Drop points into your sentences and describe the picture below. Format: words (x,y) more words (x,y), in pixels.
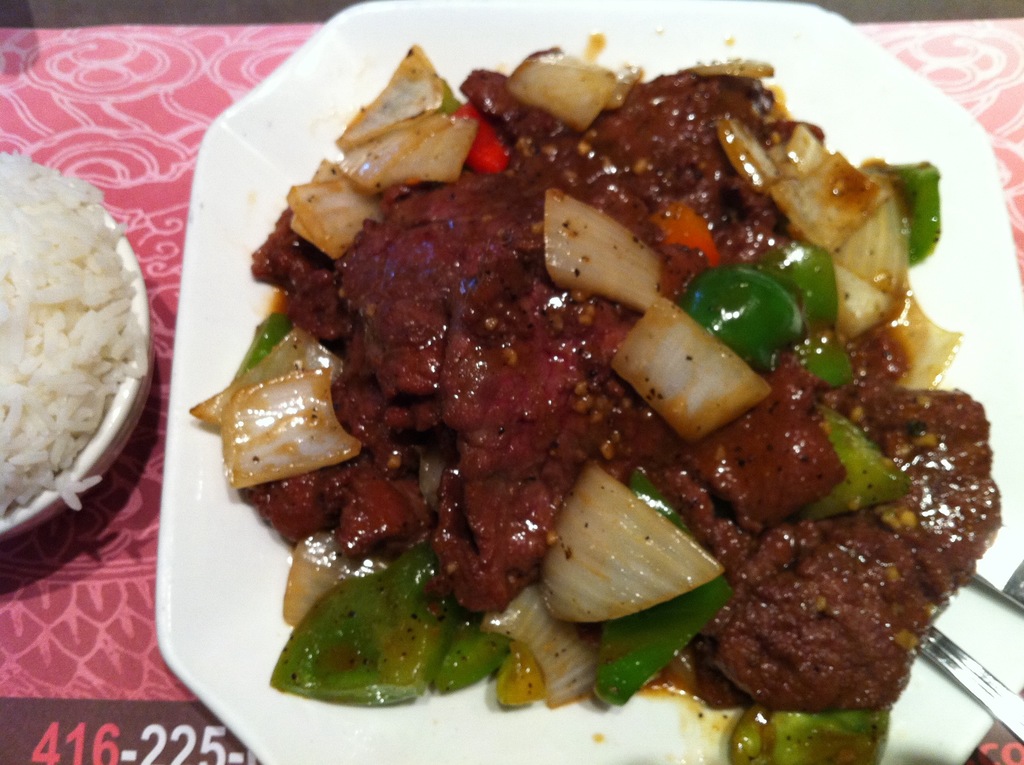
In this image, we can see a table (154,166). On the left side of the table (170,256), we can see a bowl (108,432) with some rice (87,365). In the middle of the table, we can see a plate (588,7) with some food (760,344) and two spoons (994,681). In the background of the table (119,18), we can see pink color.
